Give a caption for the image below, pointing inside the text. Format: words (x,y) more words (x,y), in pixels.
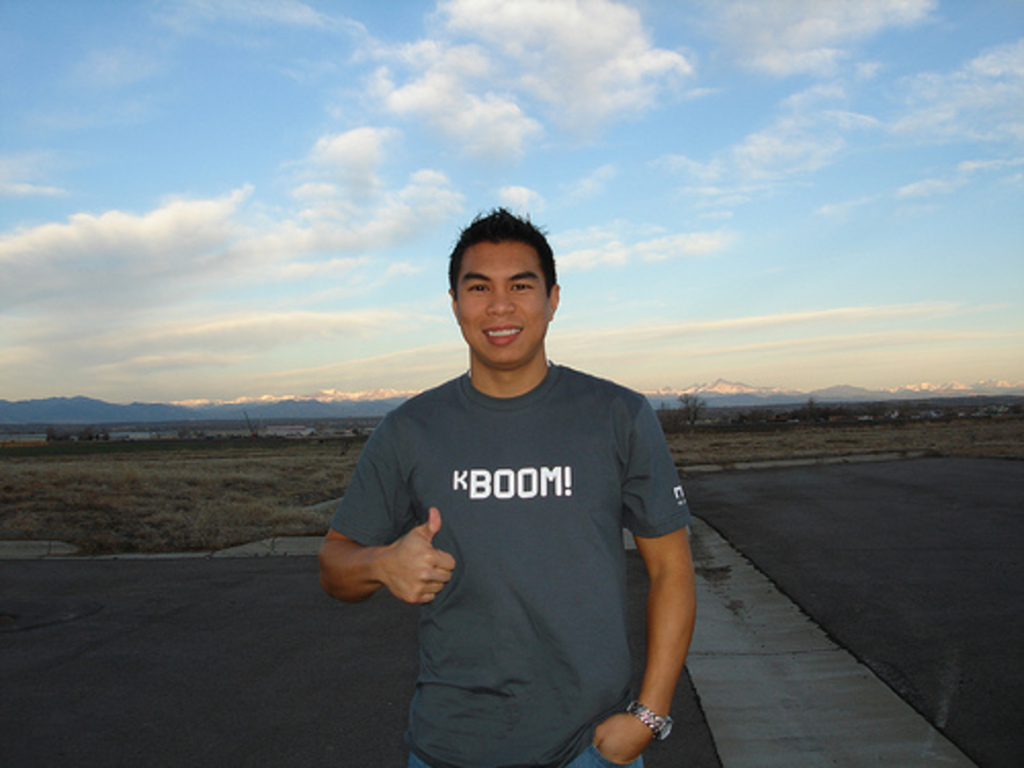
In the center of the image (471,279) there is a person (443,420) standing on the road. In the background (73,444) we can see trees (821,406), plants (729,411), grass (695,432), hills (70,412), sky (700,306) and clouds (409,98).
